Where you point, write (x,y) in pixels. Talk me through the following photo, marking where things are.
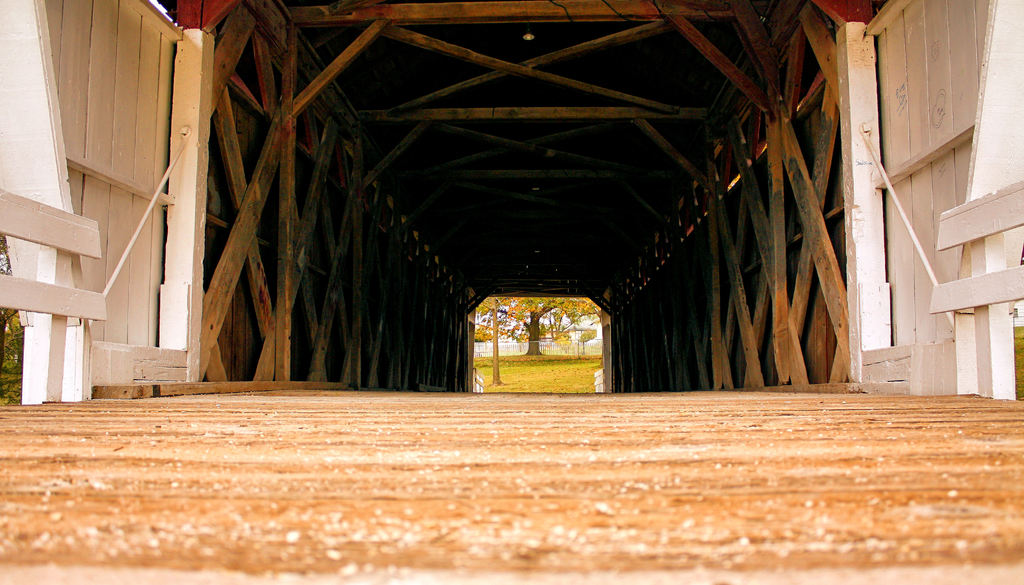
In this image we can see wooden bars (652,117), trees (528,332) and ground (552,366).
